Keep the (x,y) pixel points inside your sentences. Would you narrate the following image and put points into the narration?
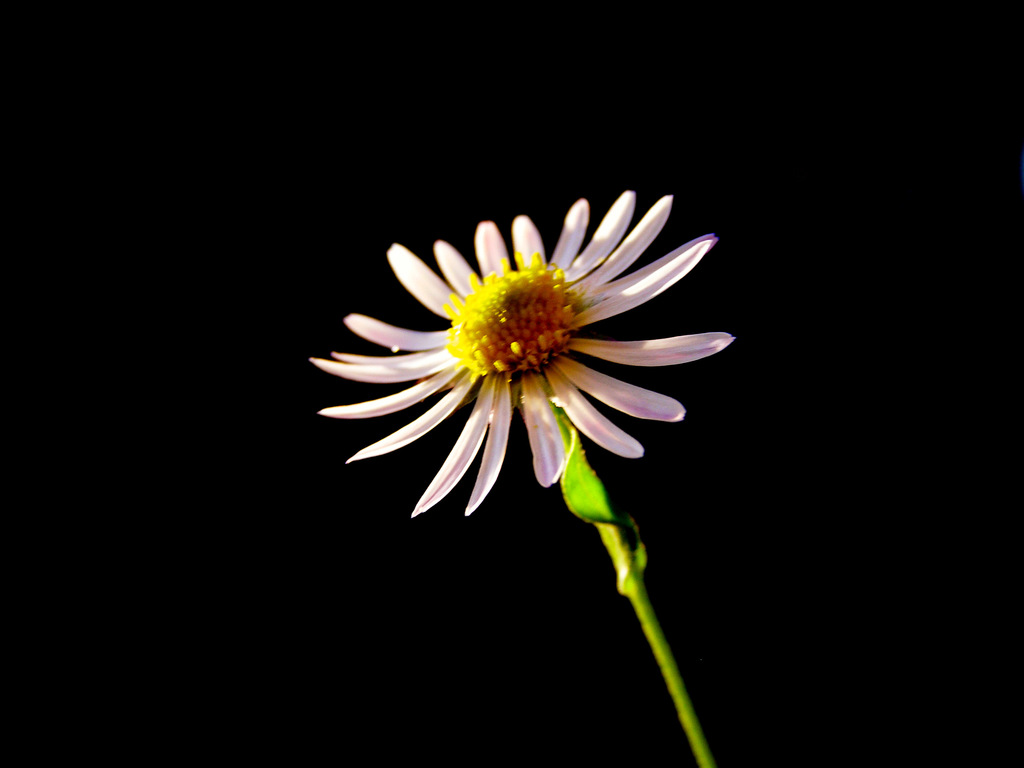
In the picture we can see a flower (608,440) with a stem (629,529) and the petals (674,265) are light pink in color.
